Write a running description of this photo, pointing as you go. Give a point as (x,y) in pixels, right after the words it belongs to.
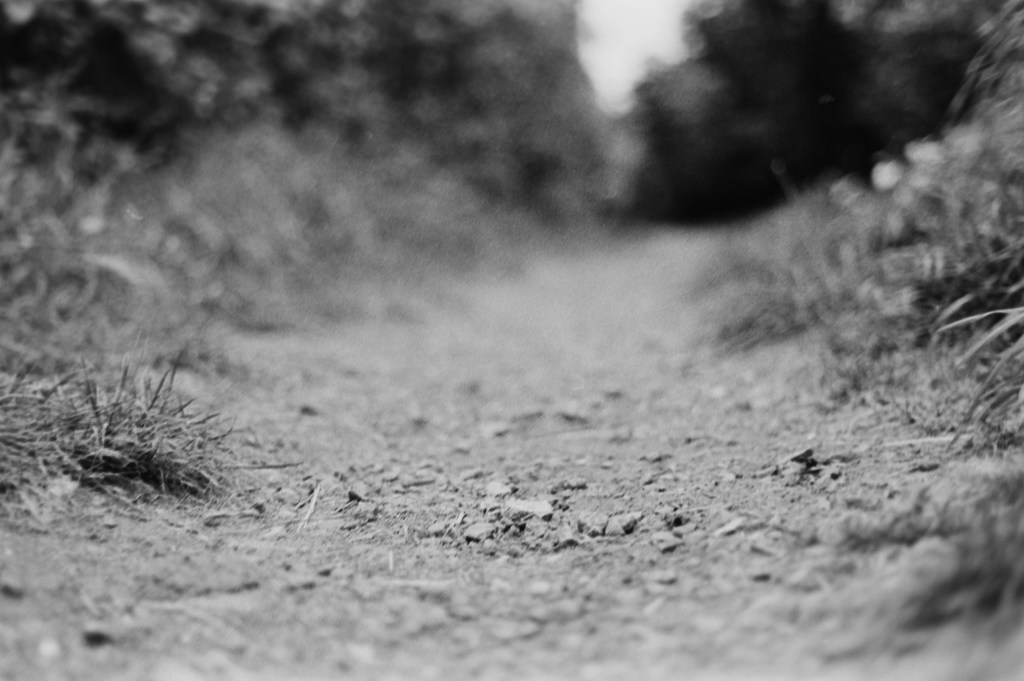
This is the picture of a mud road (623,551). On the left (282,45) and on the right side of the image (823,151) there are trees (590,124). At the top (635,25) there is sky (644,37). At the bottom (490,560) there are small stones (472,479) and there is grass (31,452).
